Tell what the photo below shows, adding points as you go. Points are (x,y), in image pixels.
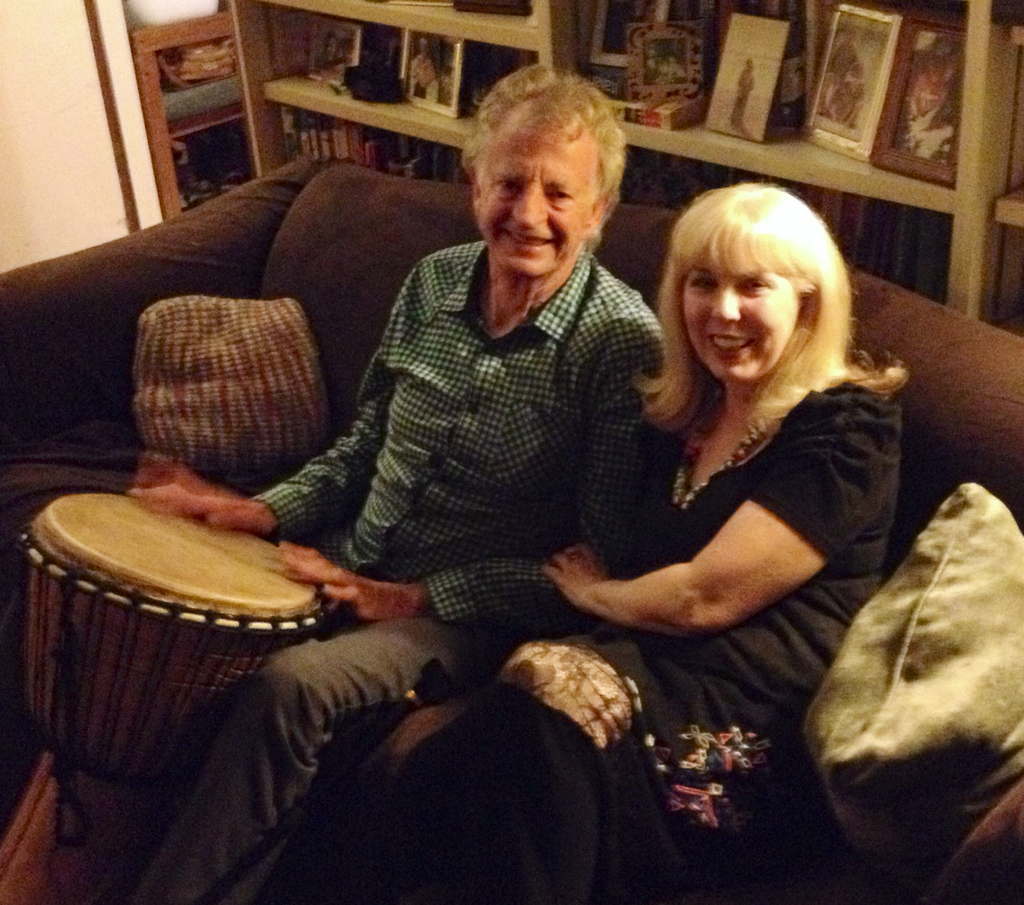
In this image I can see a woman (708,617) in black dress (687,700) and a man (567,490) wearing a green shirt (481,439) and a pant (311,696) sitting on the couch (16,344), I can see two cushions (319,418) on the couch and the man (463,551) is holding a musical instrument (210,648). In the background (71,164) I can see the wall (57,164) and the shelf (297,109) in which there are few photo frames (440,61) and few books (335,145).
